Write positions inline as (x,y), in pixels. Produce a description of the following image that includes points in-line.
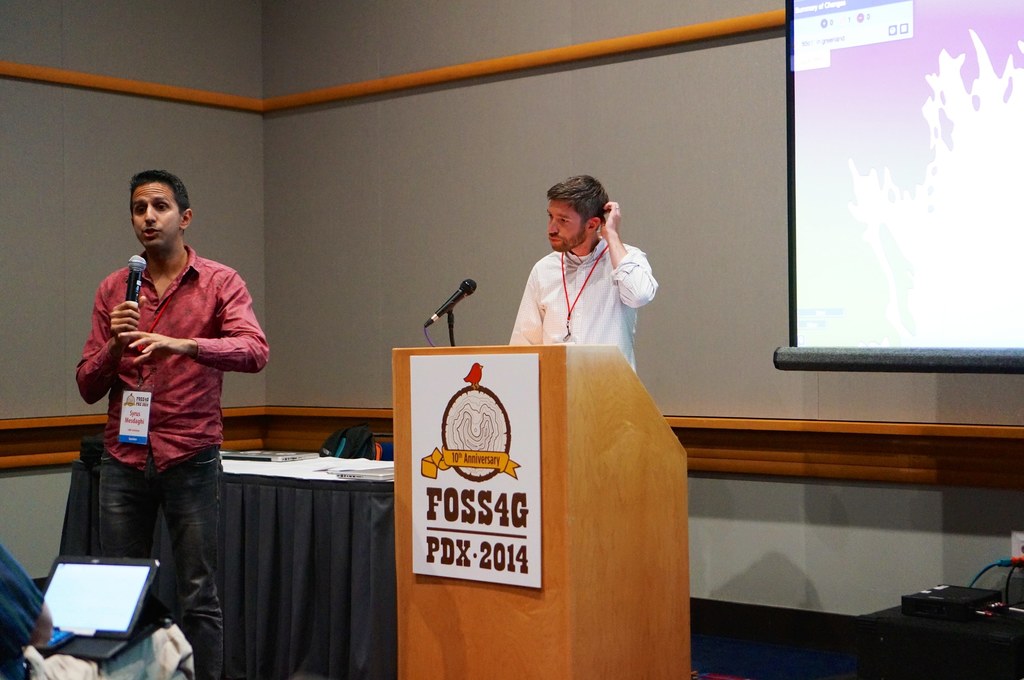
In the bottom left corner of the image (105,605) a man (156,638) is sitting and holding a laptop (93,607). In front of him a man (164,284) is standing and holding a microphone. Behind him we can see a table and podium (404,381), on the table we can see some papers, on the podium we can see a microphone (457,298). Behind them a person (592,252) is standing and there are some bags (357,428). At the top of the image (490,7) we can see a wall (1017,386), on the wall (970,386) we can see a screen (794,88). In the bottom right corner of the image (878,668) we can see a table (878,668), on the table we can see some electronic devices (921,598).
